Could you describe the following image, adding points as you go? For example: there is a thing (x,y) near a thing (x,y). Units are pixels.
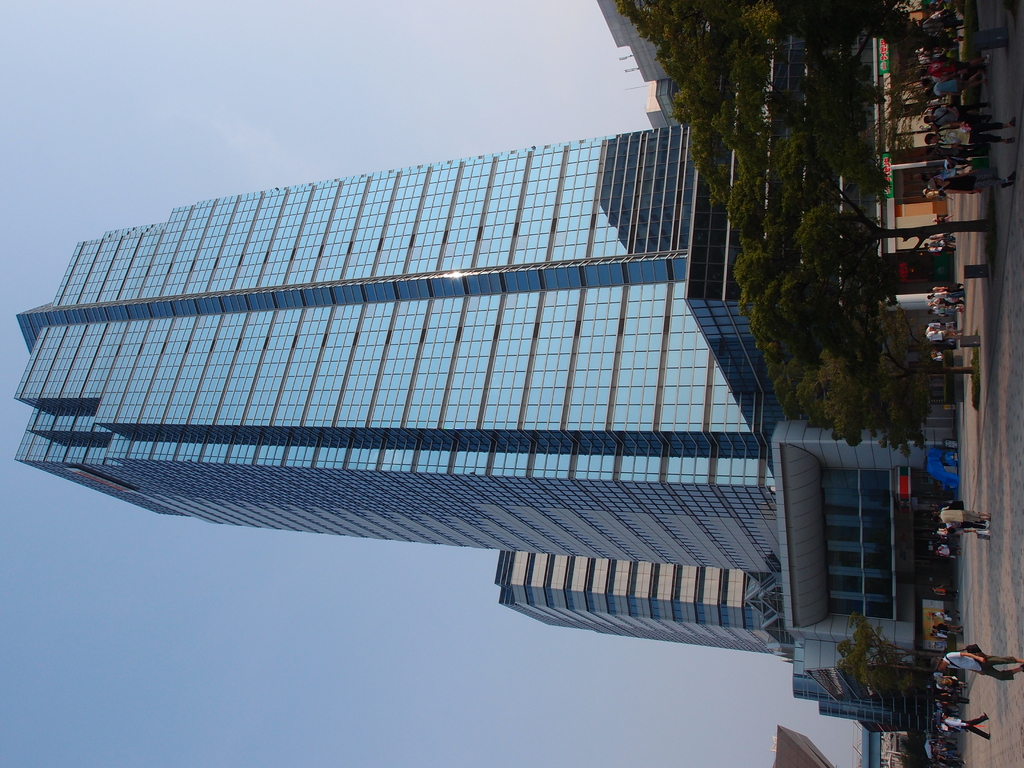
In this picture we can see people (940,633) on the ground (983,480), here we can see buildings (403,267), trees (782,392) and some objects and we can see sky (370,27) in the background (527,39).
